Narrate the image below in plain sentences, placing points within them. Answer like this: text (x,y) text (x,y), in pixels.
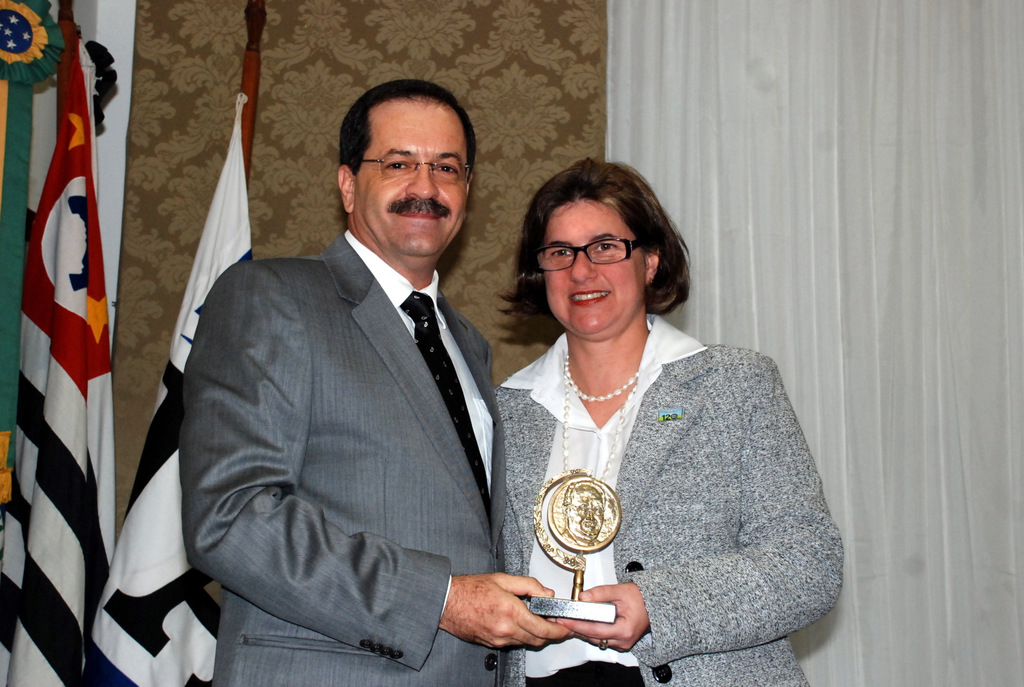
This picture is clicked inside. On the left (273,325) there is a man (353,255) wearing suit (359,342), smiling, standing and holding an object (573,530) and we can see a woman (668,335) wearing a blazer (724,432), smiling, standing and holding an object (560,532). In the background (527,66) we can see the wall (482,47), curtain (766,95) and flags (51,335).
